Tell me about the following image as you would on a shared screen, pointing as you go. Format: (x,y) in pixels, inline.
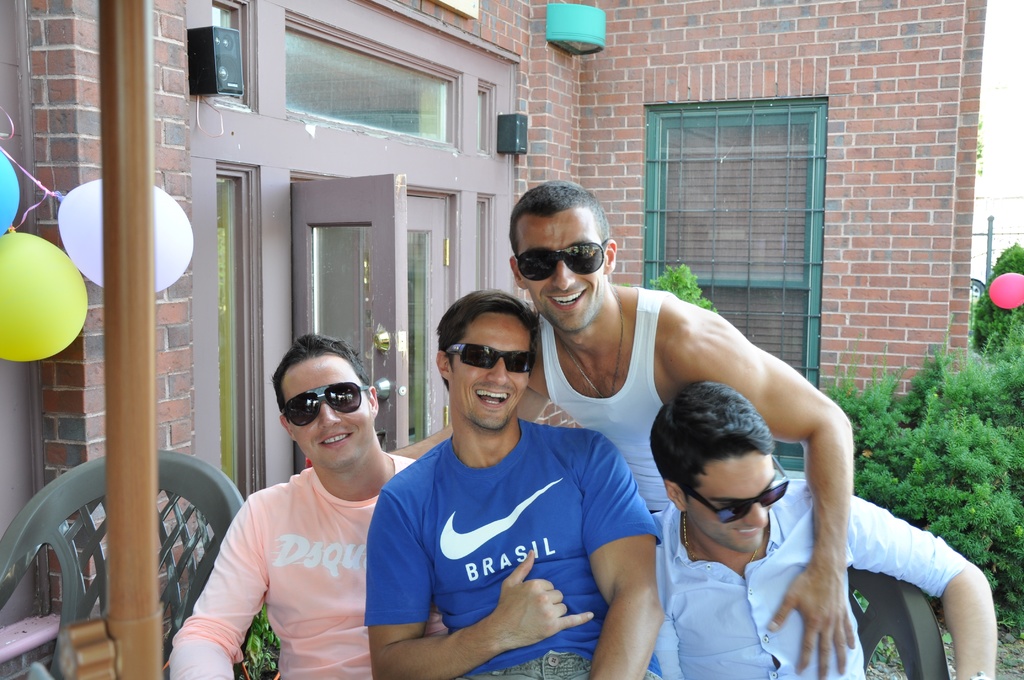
In this picture there are three persons (542,591) sitting and there is a person (611,373) standing behind them and there is an empty chair (64,558) and few balloons (20,284) in the left corner (45,523) and there are few plants (936,444) and a brick wall (829,141) in the right corner (962,440) and there is a door (421,226) behind them.
